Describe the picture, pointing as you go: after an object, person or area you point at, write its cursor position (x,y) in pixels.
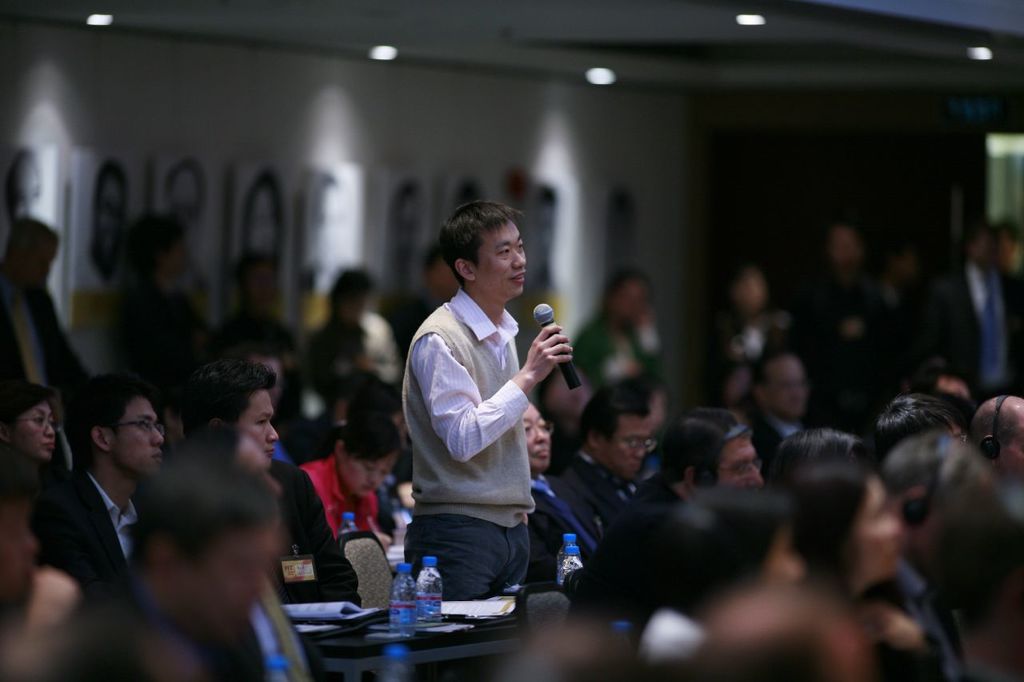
In this image there is a person (446,406) standing by holding a mic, around the person (464,388) there are a few people (208,470) sitting in chairs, in front of them on the tables (493,629) there are bottles of water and papers (440,630), in the background of the image (136,239) there are a few people (348,395) standing, behind them there are a few photo frames (106,235) on the wall (688,189), at the top of the image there are lamps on the ceiling (316,26).
